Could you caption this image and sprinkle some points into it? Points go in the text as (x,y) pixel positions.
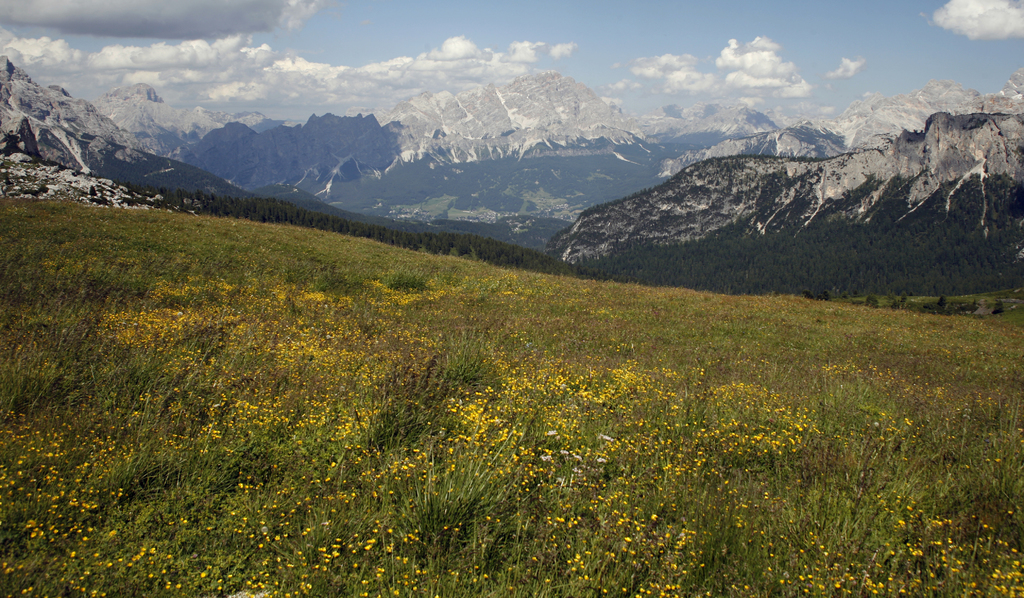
At the bottom of the image (783,493), we can see plants (560,526), flowers (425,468). Background (981,216) we can see hills (428,185) and cloudy sky (399,70). In the middle of the image (655,271), we can see trees (828,296).
